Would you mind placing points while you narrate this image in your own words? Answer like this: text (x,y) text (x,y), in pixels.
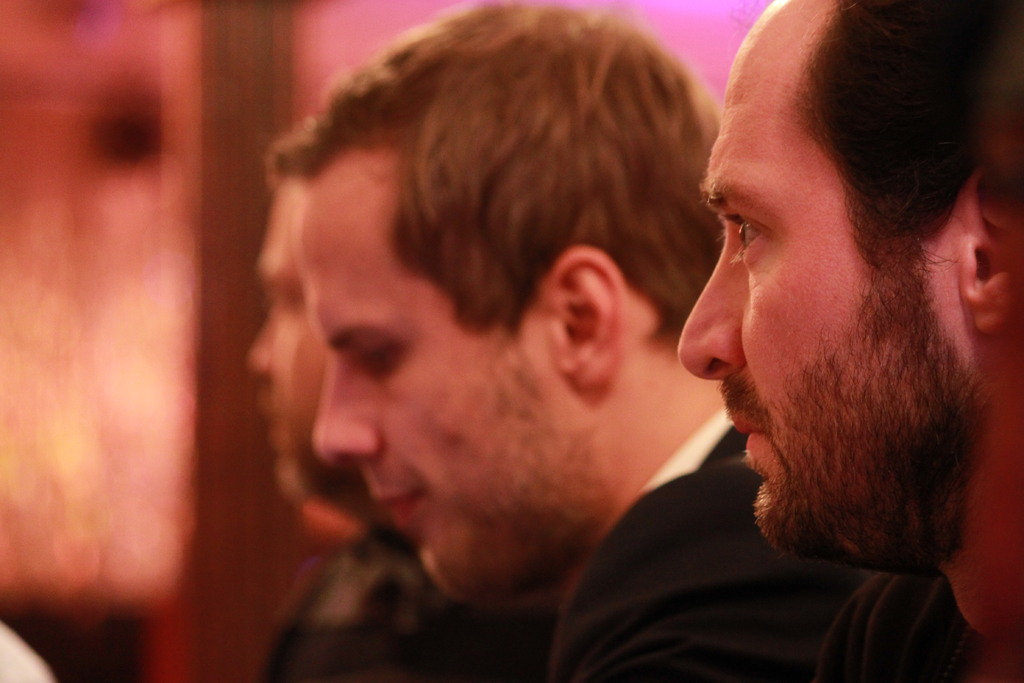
In this image we can see there are three persons (795,488). The background (160,167) is Blurry.
